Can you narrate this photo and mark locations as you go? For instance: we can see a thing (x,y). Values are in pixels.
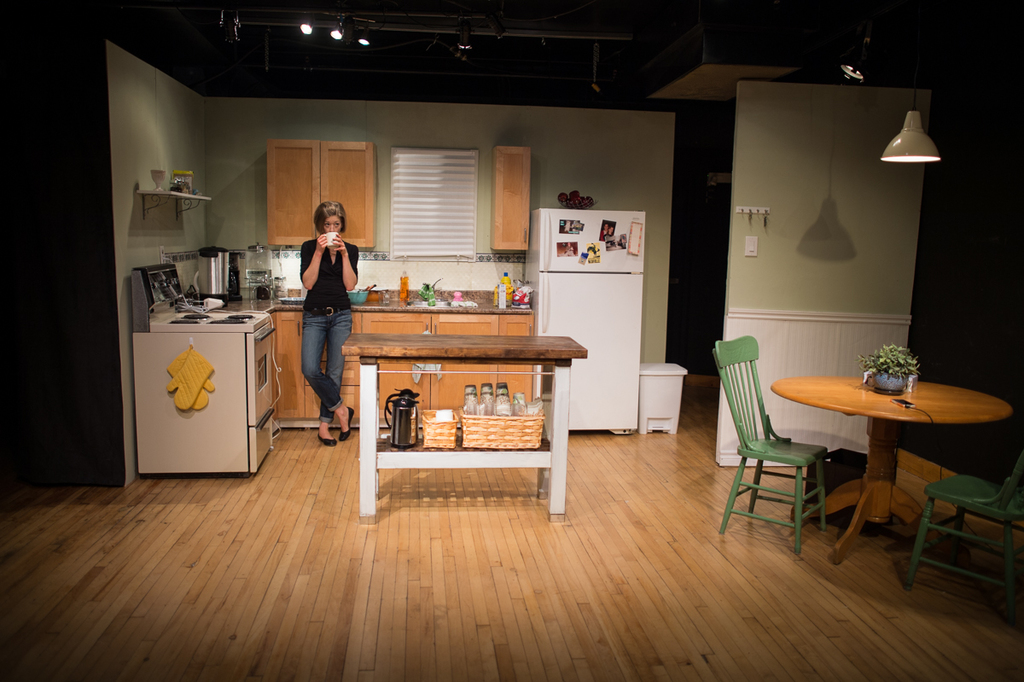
In this picture there is a table (833,396) and chairs (798,541) on the right side of the image (877,519) and there is another table (538,359) in the center of the image (463,383), there is a desk (463,326) and a stove (155,280) on the left side of the image (189,313), on which there are utensils (259,245), there is a refrigerator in the center of the image (536,234), there is a lady (326,290) on the left side of the image (301,259).
